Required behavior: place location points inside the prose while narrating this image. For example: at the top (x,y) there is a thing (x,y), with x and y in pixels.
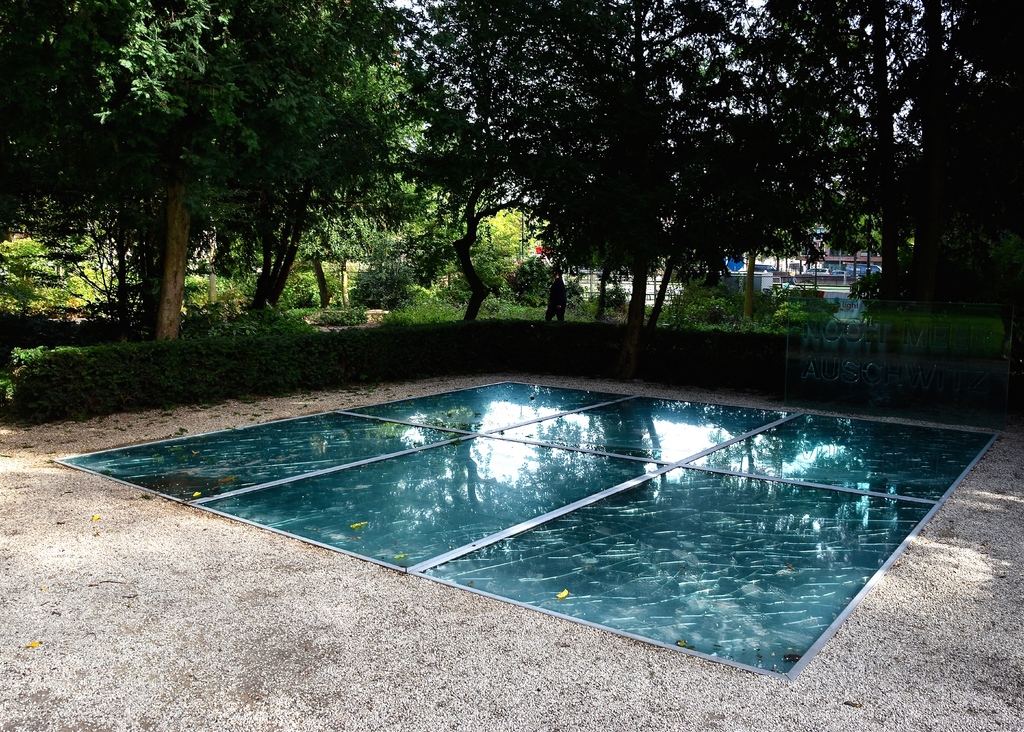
This picture is clicked outside. In the center (662,425) there is an object (709,483) placed on the ground (152,609). In the background (628,293) we can see the plants (370,356), shrubs (498,356), trees (634,188) and some houses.
